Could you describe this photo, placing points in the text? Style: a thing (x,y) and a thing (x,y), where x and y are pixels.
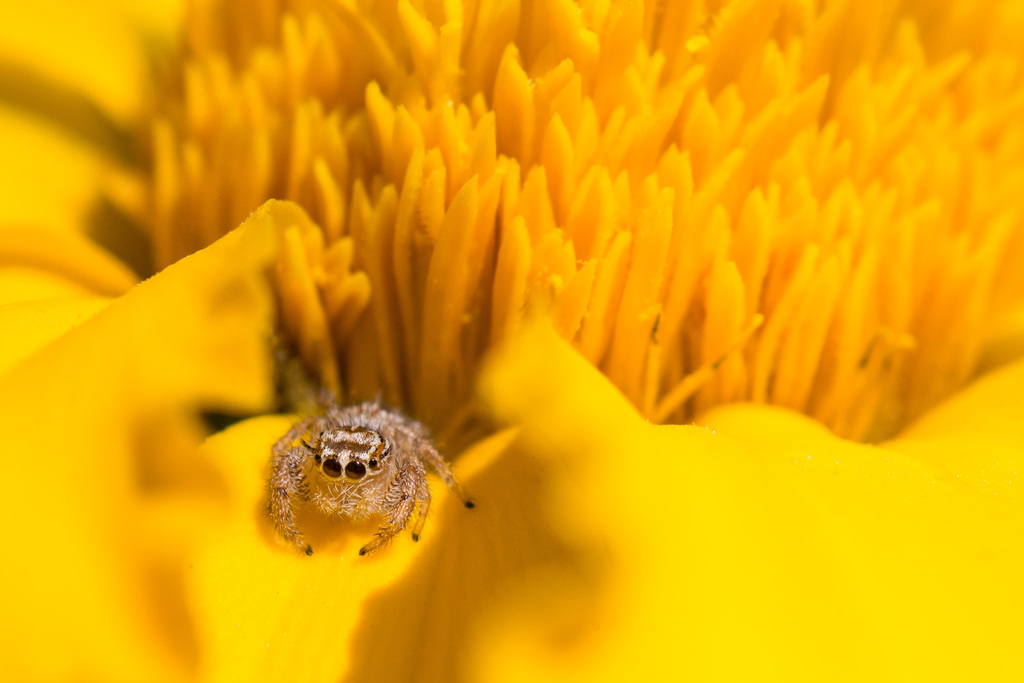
In this picture we can see an insect (296,463) on a yellow color flower (418,363).
